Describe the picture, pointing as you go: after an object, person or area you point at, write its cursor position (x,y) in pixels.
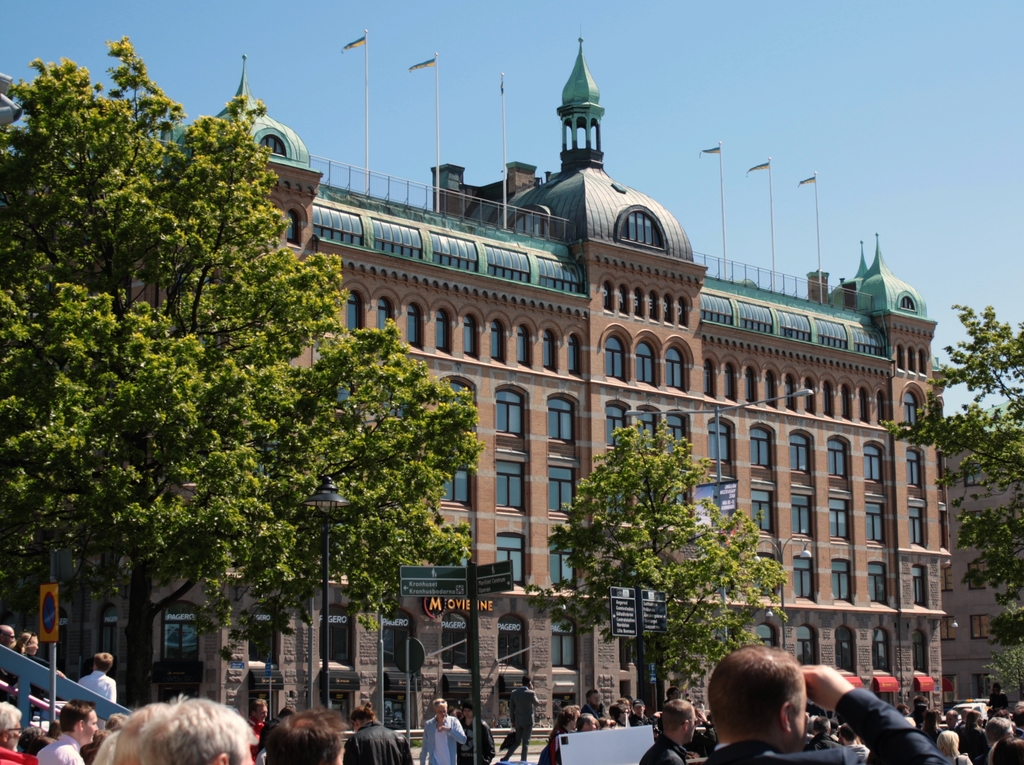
In this image we can see a building (545,368). On top of the building (571,204) we can see the flags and on the building (591,633) we can see the boards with text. In front of the building (491,539) we can see a group of people (812,764) and poles (475,702) with boards (421,656). On the right side (970,579), we can see a building (982,672) and a tree (1013,479). At the top (671,120) we can see the sky (543,88).
